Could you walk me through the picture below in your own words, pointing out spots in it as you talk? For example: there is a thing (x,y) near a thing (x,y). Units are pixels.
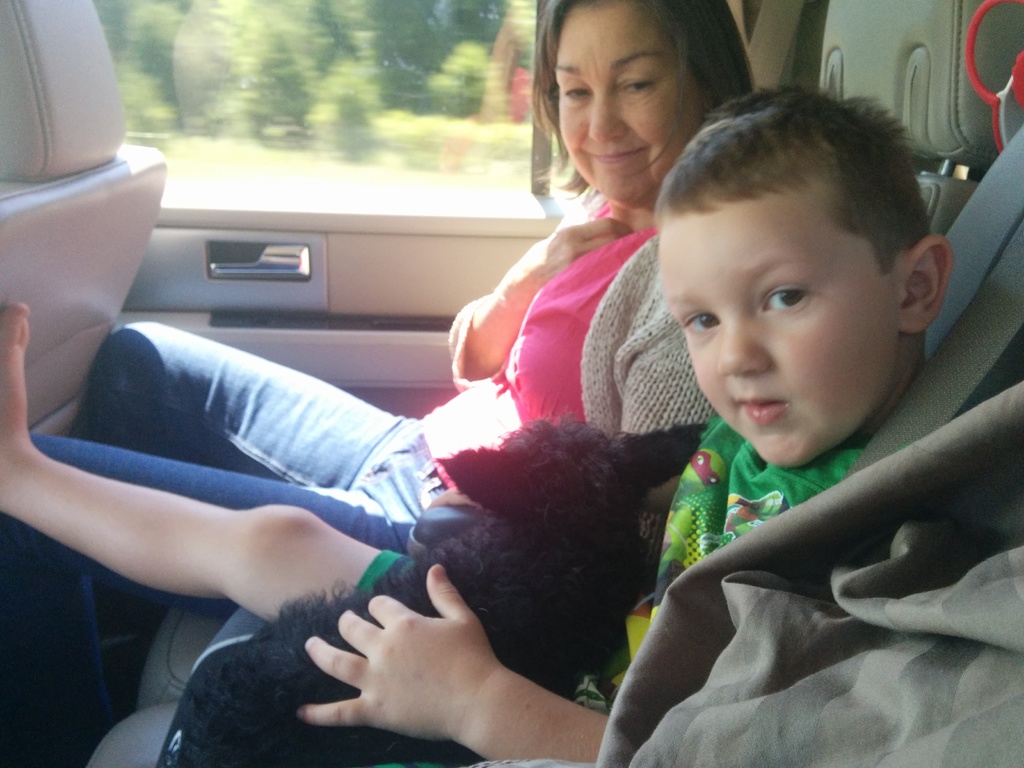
In this image there are persons (490,360) sitting inside the car (438,342). In the front (701,545) there is a boy (698,550) holding an animal (509,614). In the center (568,350) there is a woman (564,313) sitting and smiling. On the left side (85,224) there is a seat (80,189). Outside the window (371,114) there are trees (323,77) visible.
